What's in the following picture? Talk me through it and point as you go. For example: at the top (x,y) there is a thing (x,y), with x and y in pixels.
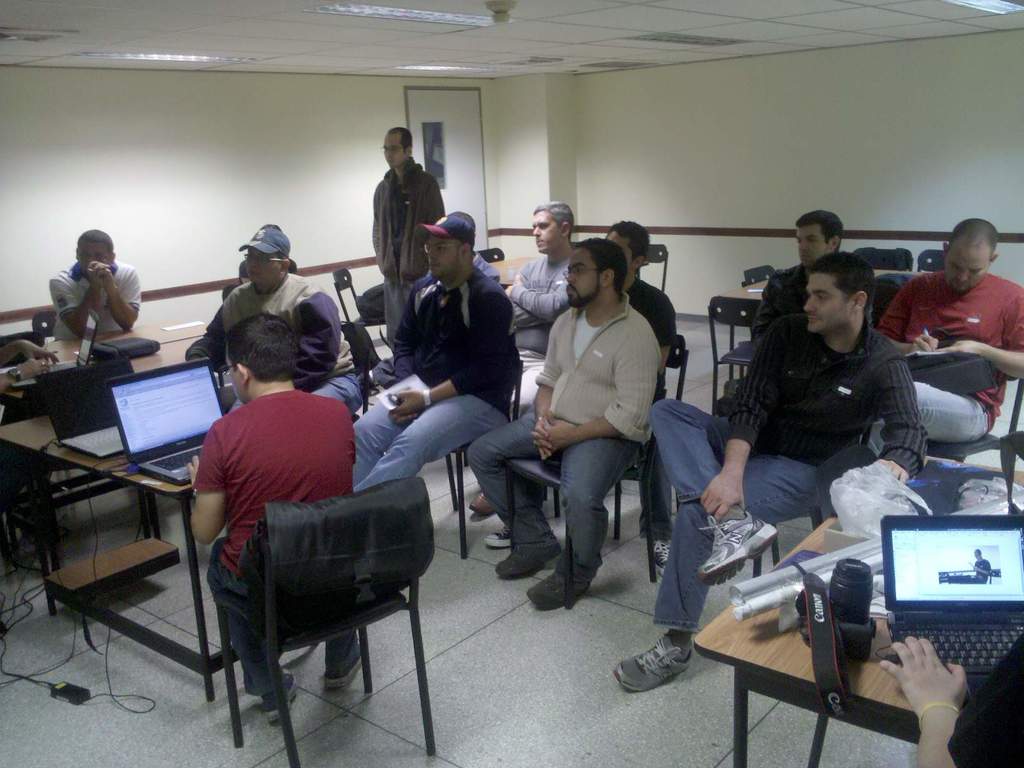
In the image we can see there are people (534,329) who are sitting on chair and on table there are laptops (944,580) and camera (844,622).
